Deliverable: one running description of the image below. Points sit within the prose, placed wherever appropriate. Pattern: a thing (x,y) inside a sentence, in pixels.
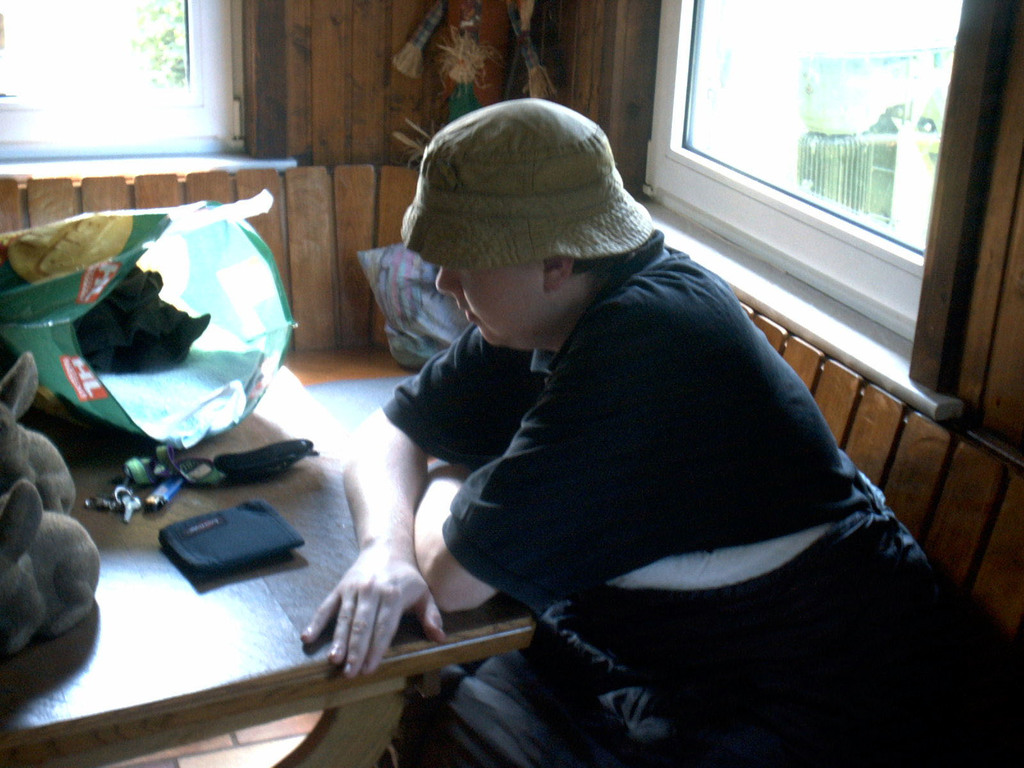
On the background (904,217) we can see windows (73,56). Here we can see one person (537,582) sitting on a chair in front of a table (307,614) and on a table (326,464) we can see a bag (219,360), a wallet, keys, lighter (174,489) and dolls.
